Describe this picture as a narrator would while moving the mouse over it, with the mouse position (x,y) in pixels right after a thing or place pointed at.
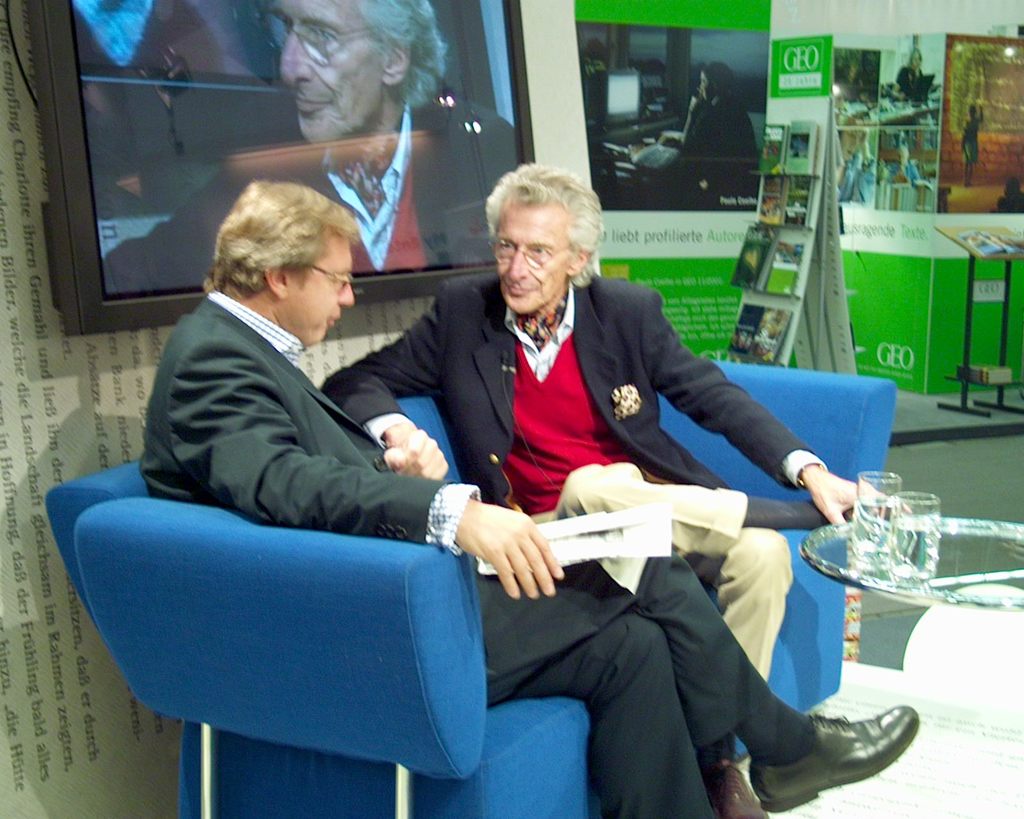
In this picture we can see a television (70,253), glasses (911,579), paper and two men (414,386) wore spectacles (550,247), blazers (602,302) and sitting on a sofa (349,708) and in the background (679,191) we can see books (771,332), table (961,236), posters (972,167) and some objects (989,297).
